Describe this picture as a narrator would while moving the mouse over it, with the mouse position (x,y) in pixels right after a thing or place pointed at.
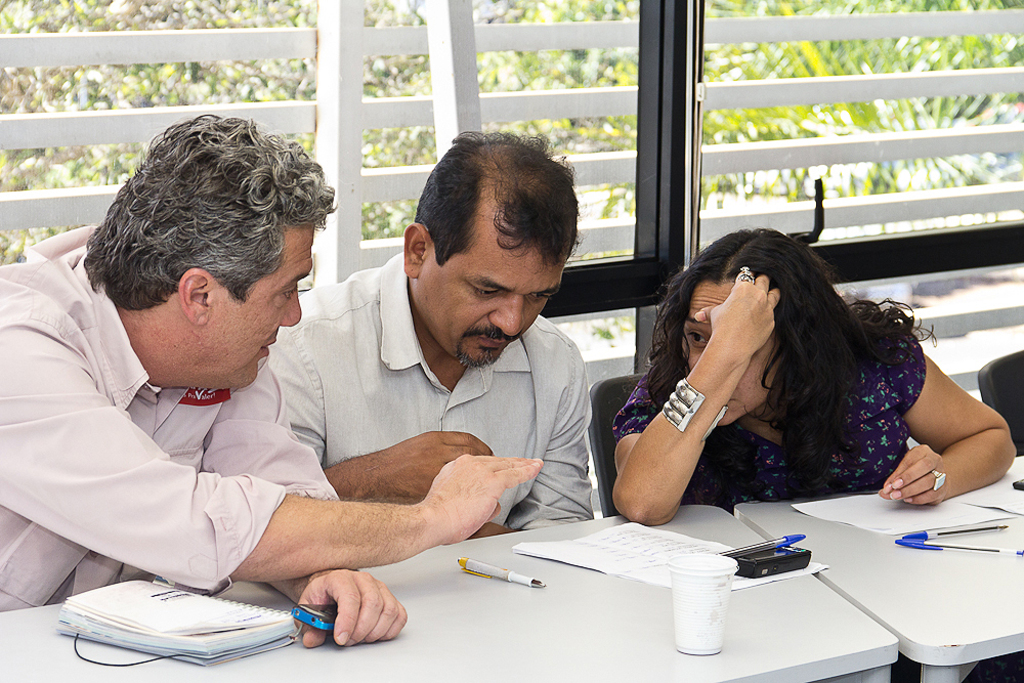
In this picture we can see two men (474,409) and a woman (775,440) sitting on the chair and discussing something. In the front (617,552) there is a table (617,594) with white papers (618,564), pen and cup (677,594). Behind we can see white iron fencing pipes (540,96). In the background (564,62) we can see some green plants (945,44).
